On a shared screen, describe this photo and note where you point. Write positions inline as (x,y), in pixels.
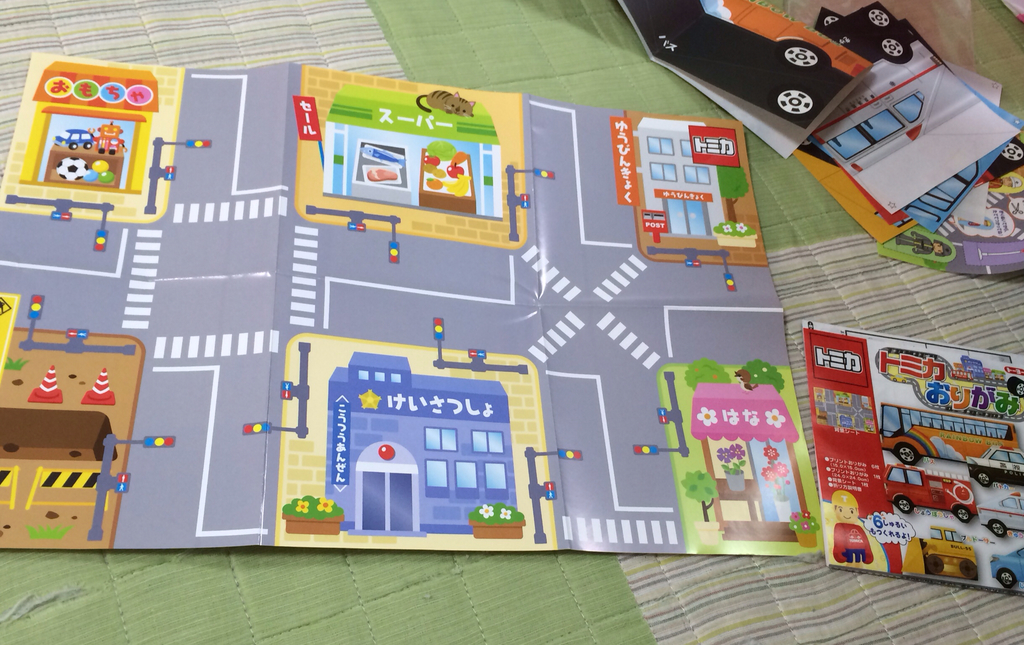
In this image we can see some game cards (728,12) on the surface (261,45) and one object (878,345) on the surface (536,50).
